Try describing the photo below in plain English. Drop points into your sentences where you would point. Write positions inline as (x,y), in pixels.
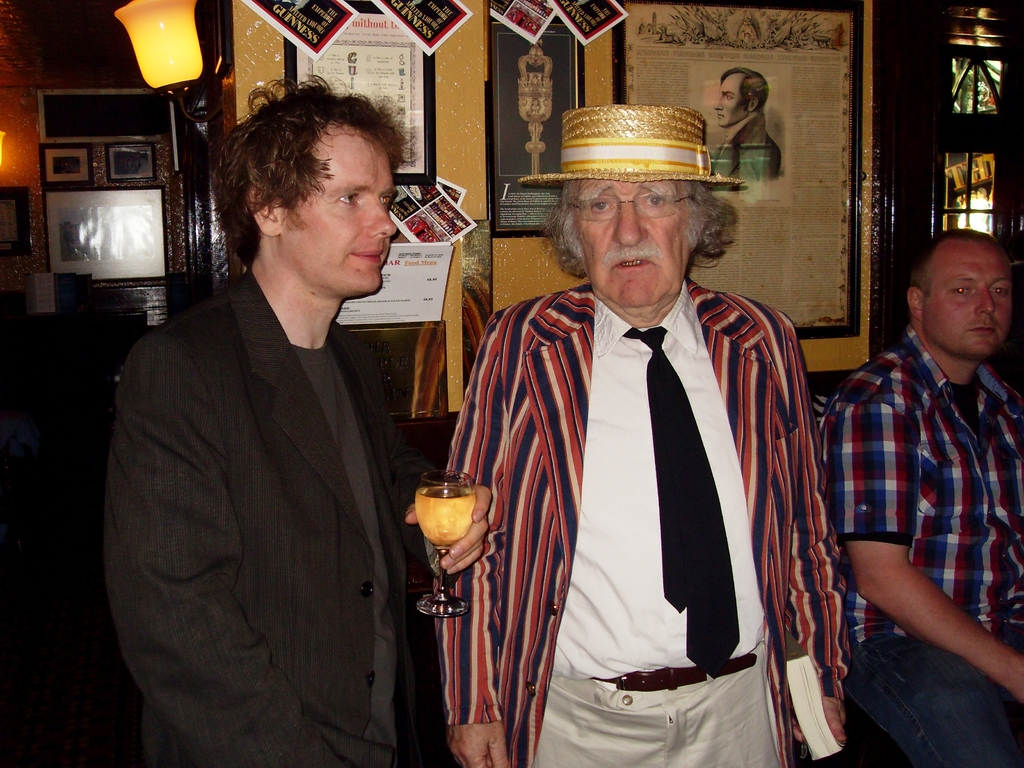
In this image in front (254,683) there are two people (483,343) holding the glass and a book (802,697). Beside them there is another person (937,674) sitting on the chair (875,757). In the background of the image (448,27) there are photo frames (402,52), posters (436,257) attached to the wall (41,236). There are lights (187,57).
